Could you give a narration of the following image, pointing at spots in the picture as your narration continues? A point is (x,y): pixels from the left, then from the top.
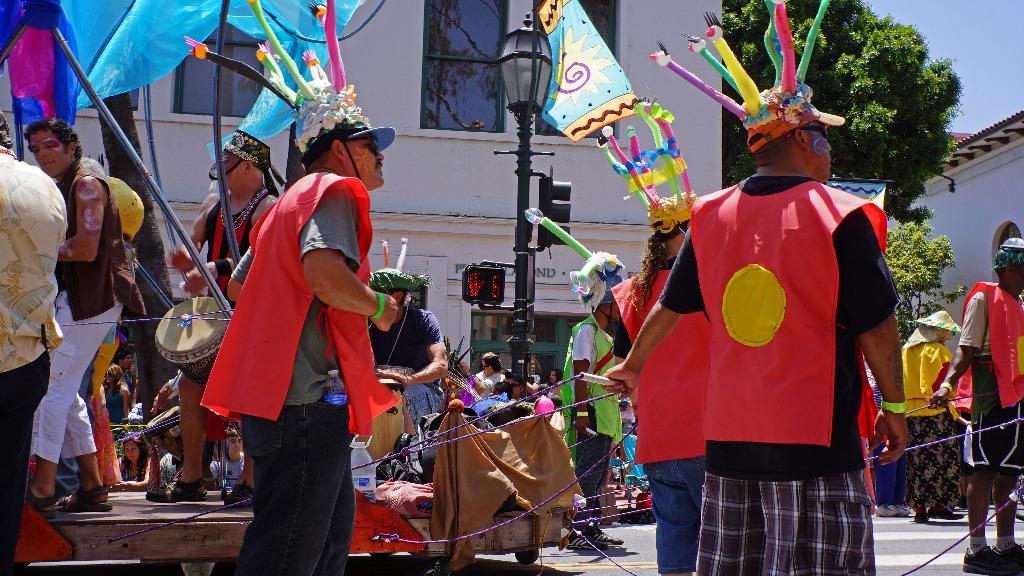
In this image there are group of people (757,249) standing and holding the rope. On the left side of the image (241,488) there is a person (252,194) playing drums (196,364). At the back (1013,190) there are buildings (459,276), trees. At the top (950,47) there is sky (909,21). At the bottom (654,543) there is a road (624,520).
